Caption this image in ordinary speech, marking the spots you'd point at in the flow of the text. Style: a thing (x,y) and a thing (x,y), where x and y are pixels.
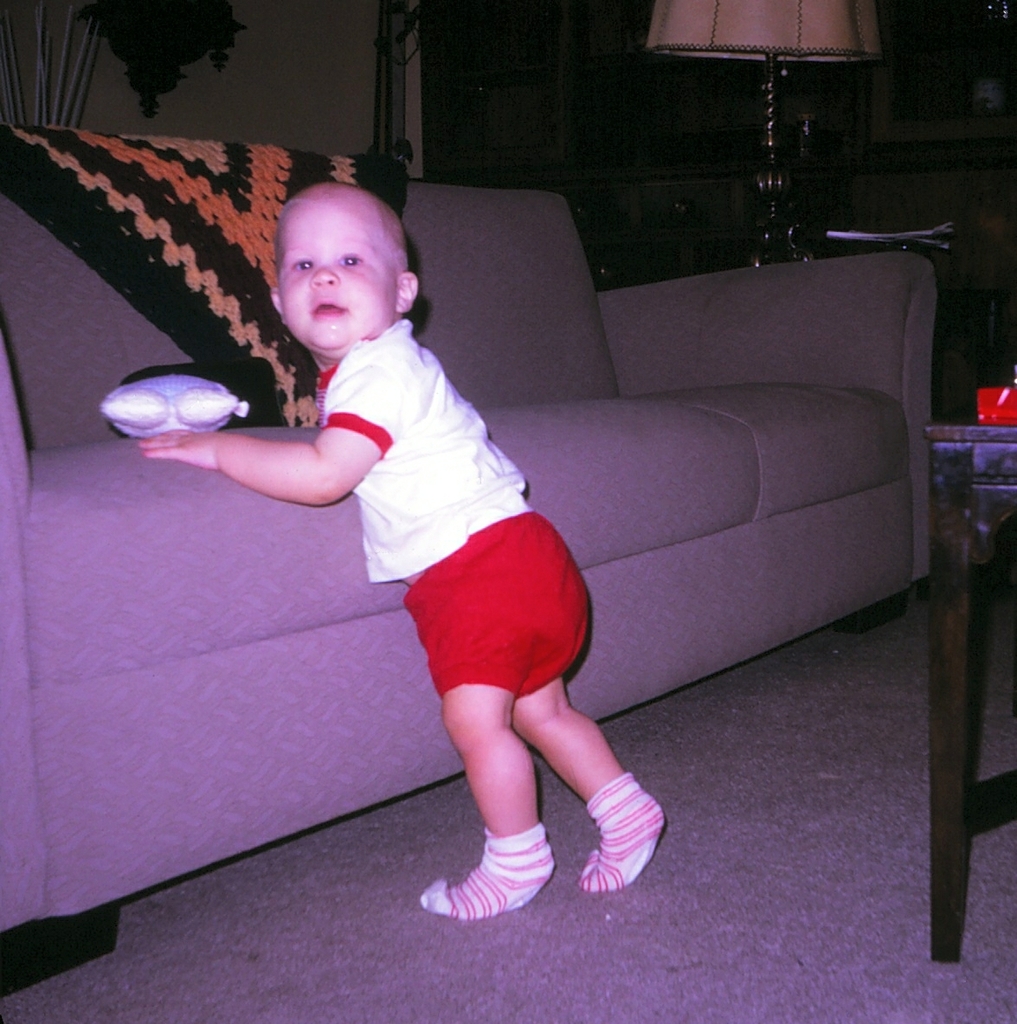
In this image there is a boy (406,390) standing near the couch (233,775) on the carpet (222,926), and there is a cloth (161,147) and a toy (216,383) on the couch (188,680), there is lamp (792,237), wall (219,101), cupboards (648,187), table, papers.
